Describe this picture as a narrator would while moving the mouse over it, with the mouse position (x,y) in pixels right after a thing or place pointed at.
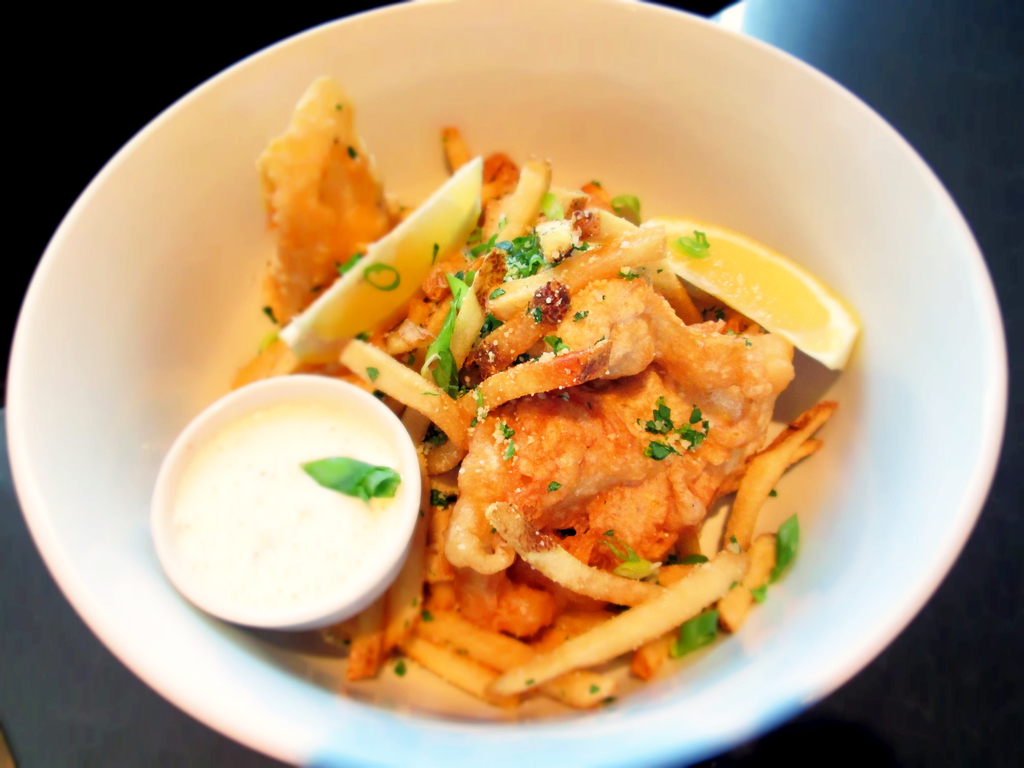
In the image we can see there are french fries (535,326) in a plate (233,656) and there is a cream (343,525) in a bowl (310,620).
